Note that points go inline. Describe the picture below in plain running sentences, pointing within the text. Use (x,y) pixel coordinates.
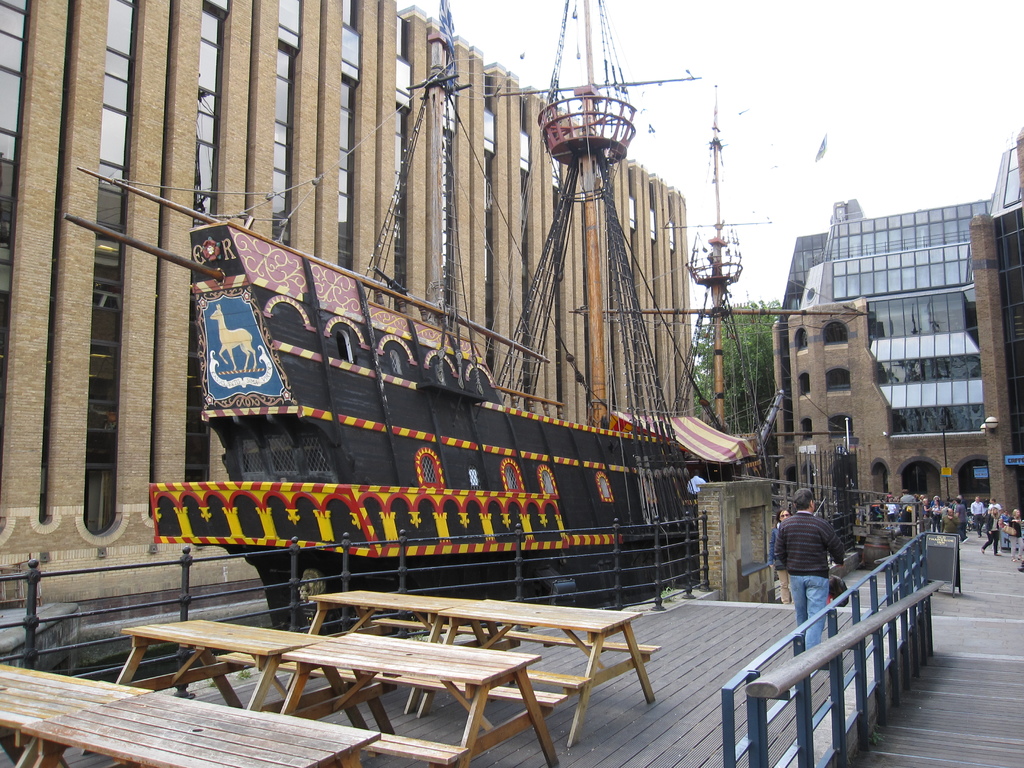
In this image we can see the buildings (618,343) and trees (758,308) and there are people (820,558) walking on the pavement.
